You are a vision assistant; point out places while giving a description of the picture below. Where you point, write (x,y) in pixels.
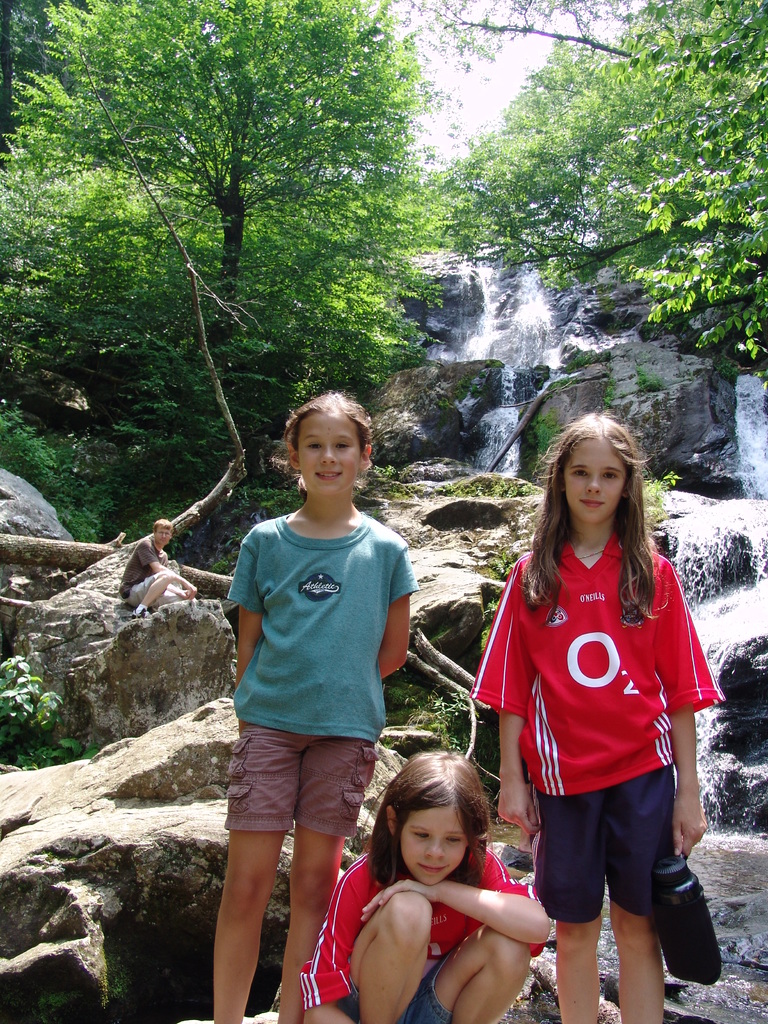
In front of the image there is a girl (452,945) sitting on the rock (205,974). Beside her there are two other girls (548,649) standing. Behind them there is a person (160,601) sitting on the rock (149,718). There are plants (10,676). There is water (487,345) flowing on the rocks (727,455). In the background of the image (99,6) there are trees (563,139). At the top of the image (498,73) there is sky (499,54).
